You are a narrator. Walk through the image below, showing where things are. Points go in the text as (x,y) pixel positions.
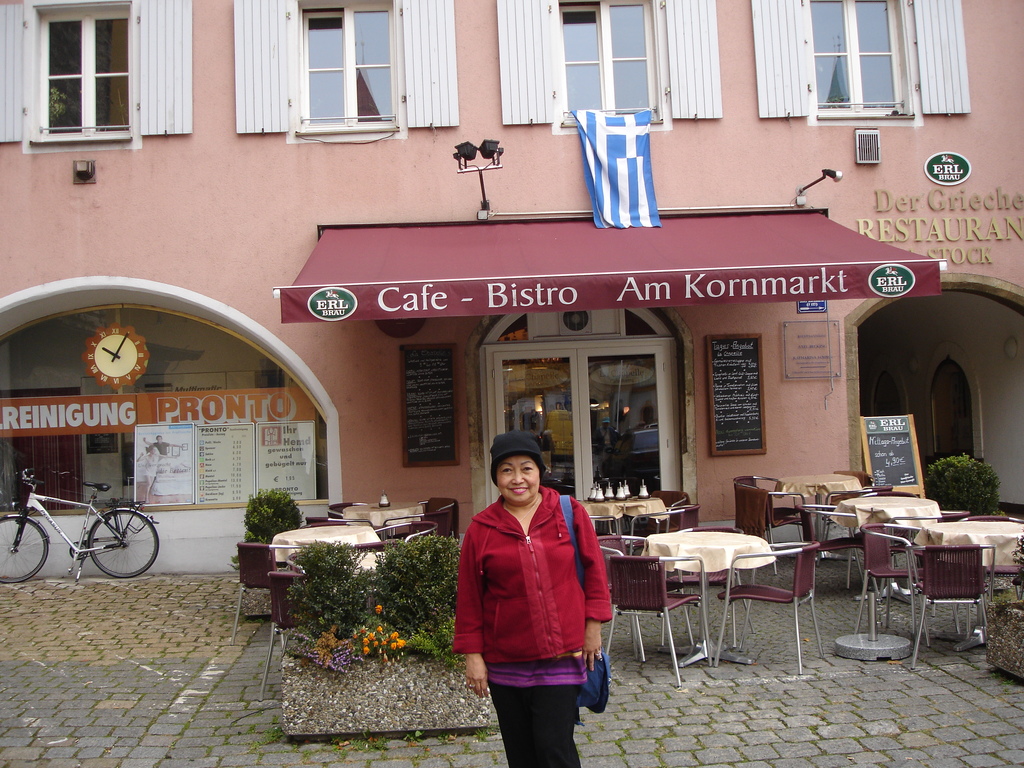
there is a woman (540,614) standing in front of the building (996,47) and there is a cycle (16,504) and there is a dining tables (695,660) and a plant (978,476) in the pot (1009,652).
